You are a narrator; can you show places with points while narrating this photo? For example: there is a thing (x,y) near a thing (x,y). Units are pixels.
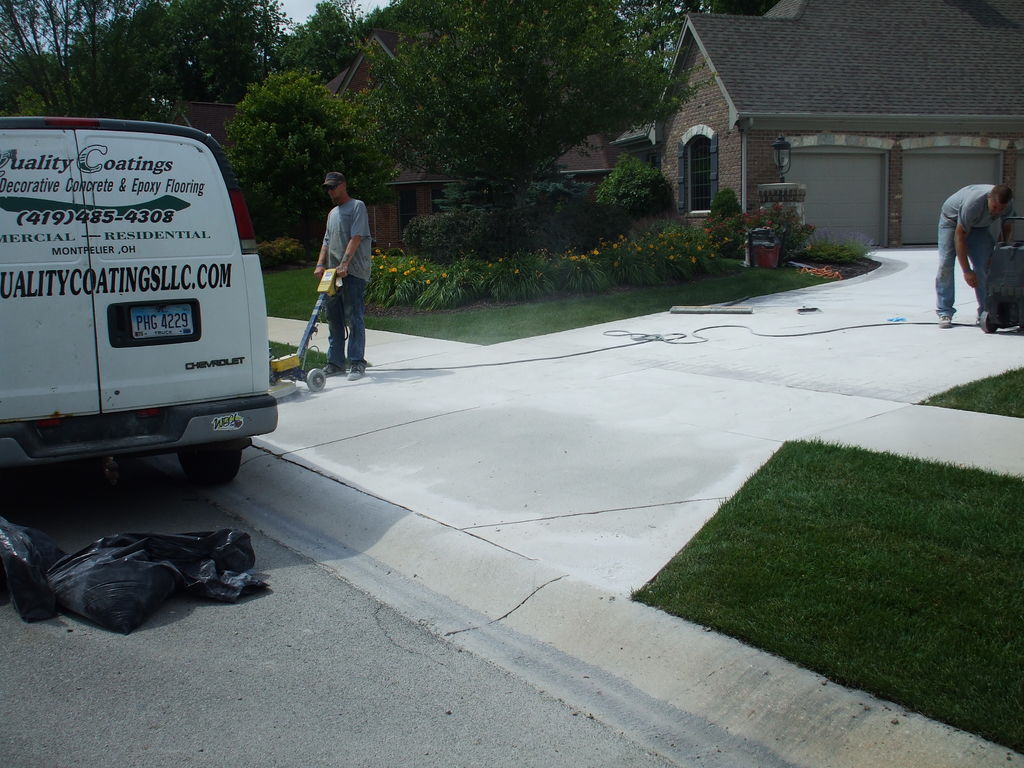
In this image there is road (225,671), there is an object (154,590) on the road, towards the left of the image (127,321) there is a vehicle (115,331), there is a person (343,309) standing and holding an object (305,351), there is grass (690,290), there are plants (526,265), there are trees (425,65), there are houses (831,98), towards the right of the image (1002,267) there is an object (1008,305).
